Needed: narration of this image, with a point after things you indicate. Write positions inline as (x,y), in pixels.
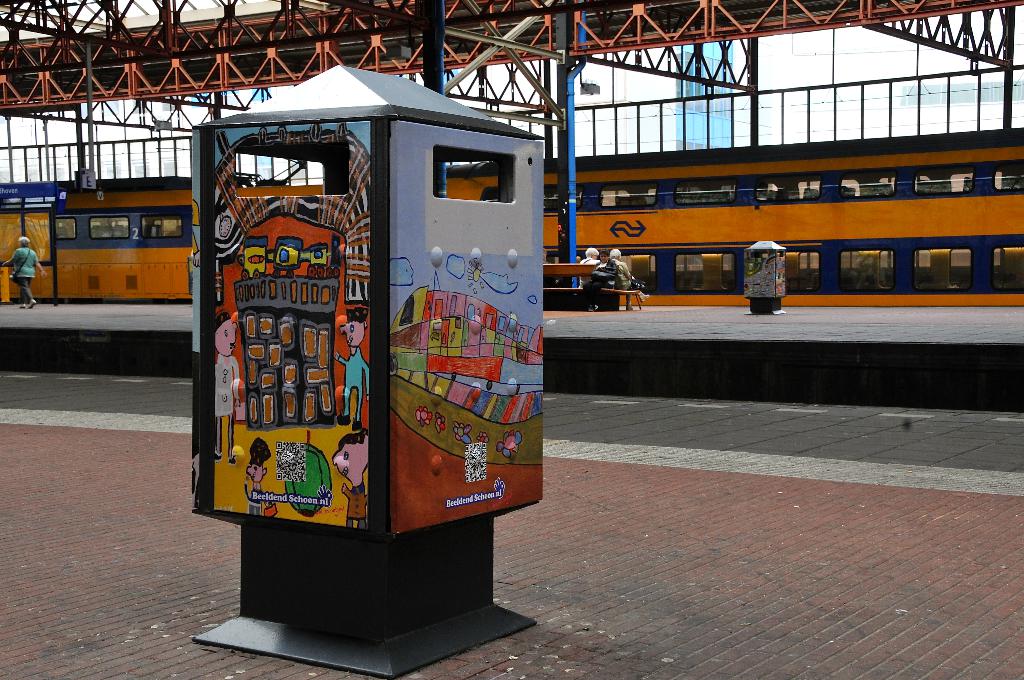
In this image I can see a colourful thing (356,245) in the front (375,242). In the background (700,323) I can see a platform (670,332), a bench (564,295), a train (676,259), number of poles (55,241) and on the bench (584,276) I can see two persons (601,280) are sitting. I can also see one person (31,269) is walking on the left side of the image (46,275).
